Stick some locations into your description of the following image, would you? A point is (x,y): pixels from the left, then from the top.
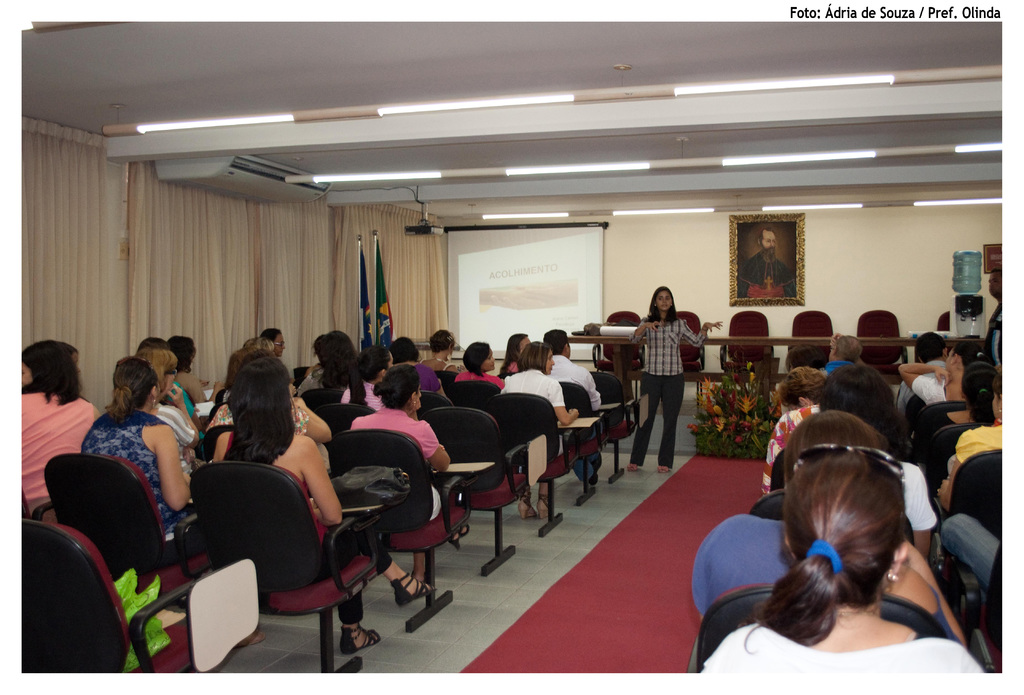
In this image there are group of people (190,424) who are sitting on chairs (424,519) on the right side (840,478) and left side (263,431) and on the top (412,68) there is ceiling (425,66) and some lights (139,129) are there and on the left side (44,243) there is curtains (276,239) and some flags (378,286) are there and in the center (468,255) there is one screen (508,268) beside that screen (569,277) there is one photo frame (732,250).
